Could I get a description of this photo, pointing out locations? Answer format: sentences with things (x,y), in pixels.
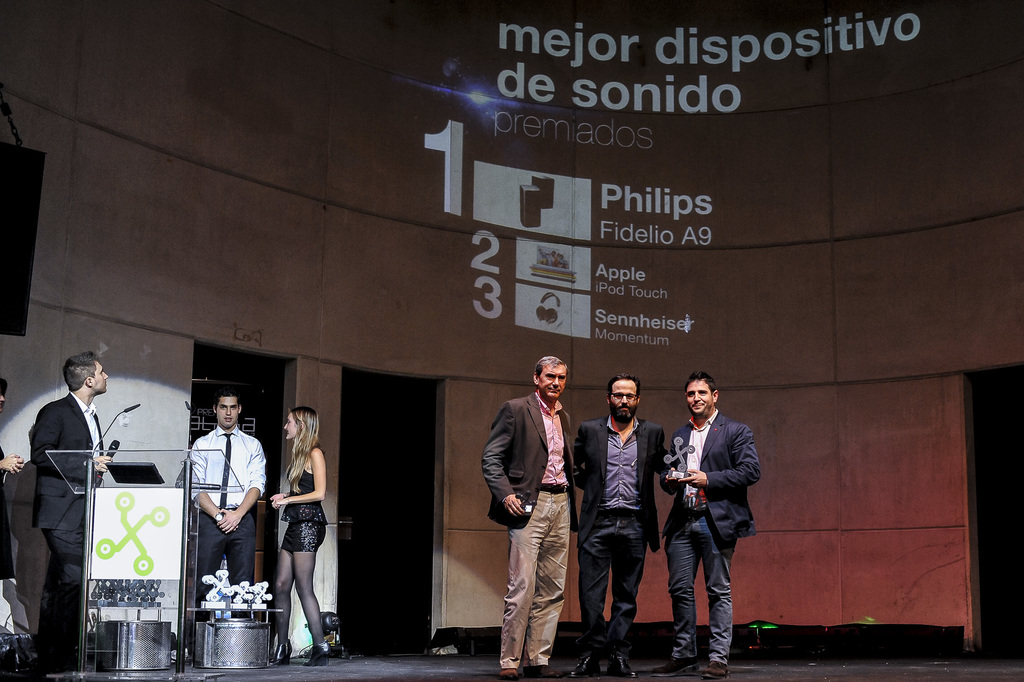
In the foreground (712,482), I can see a group of people (716,468) are standing on the stage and are holding some objects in their hand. On the left (124,598), I can see a table (175,584) and some objects (247,595). In the background (459,272), I can see a screen (472,276), doors (273,547) and a wall (444,248). This image taken, maybe in a hall (569,439).
